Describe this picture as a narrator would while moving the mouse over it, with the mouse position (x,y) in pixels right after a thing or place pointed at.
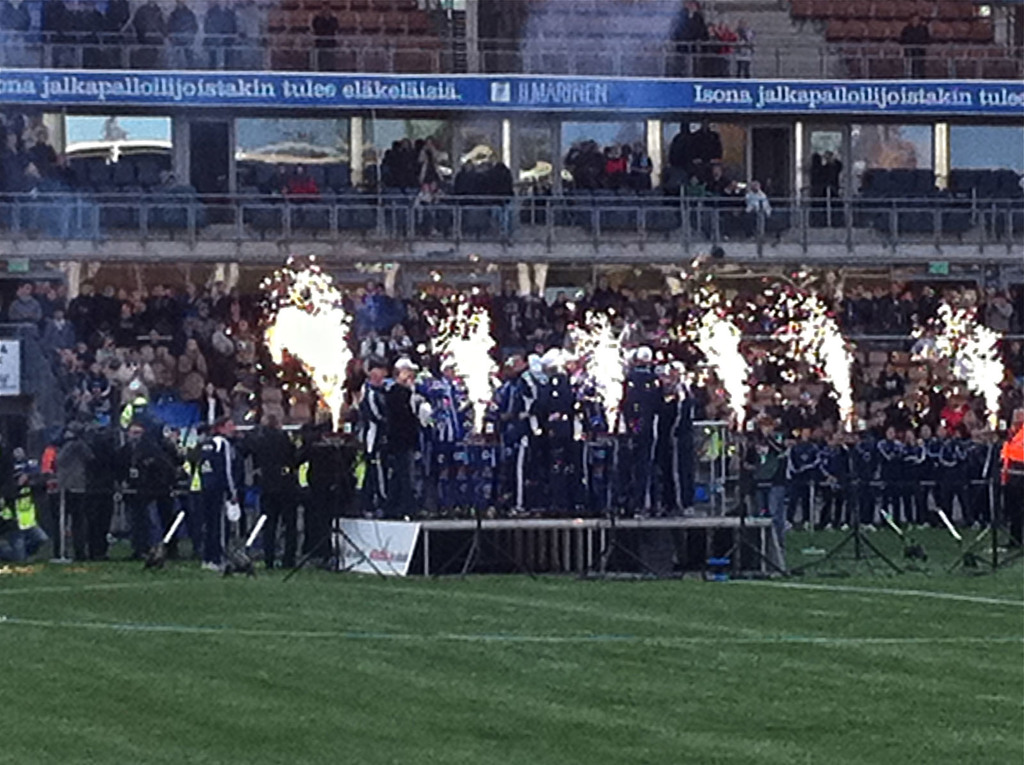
In this image, we can see people (415,394) and there are crackers (470,391) and there is a stage (593,523). In the background (259,126), there is a building (362,144). At the bottom (416,652), there is ground (398,659).
